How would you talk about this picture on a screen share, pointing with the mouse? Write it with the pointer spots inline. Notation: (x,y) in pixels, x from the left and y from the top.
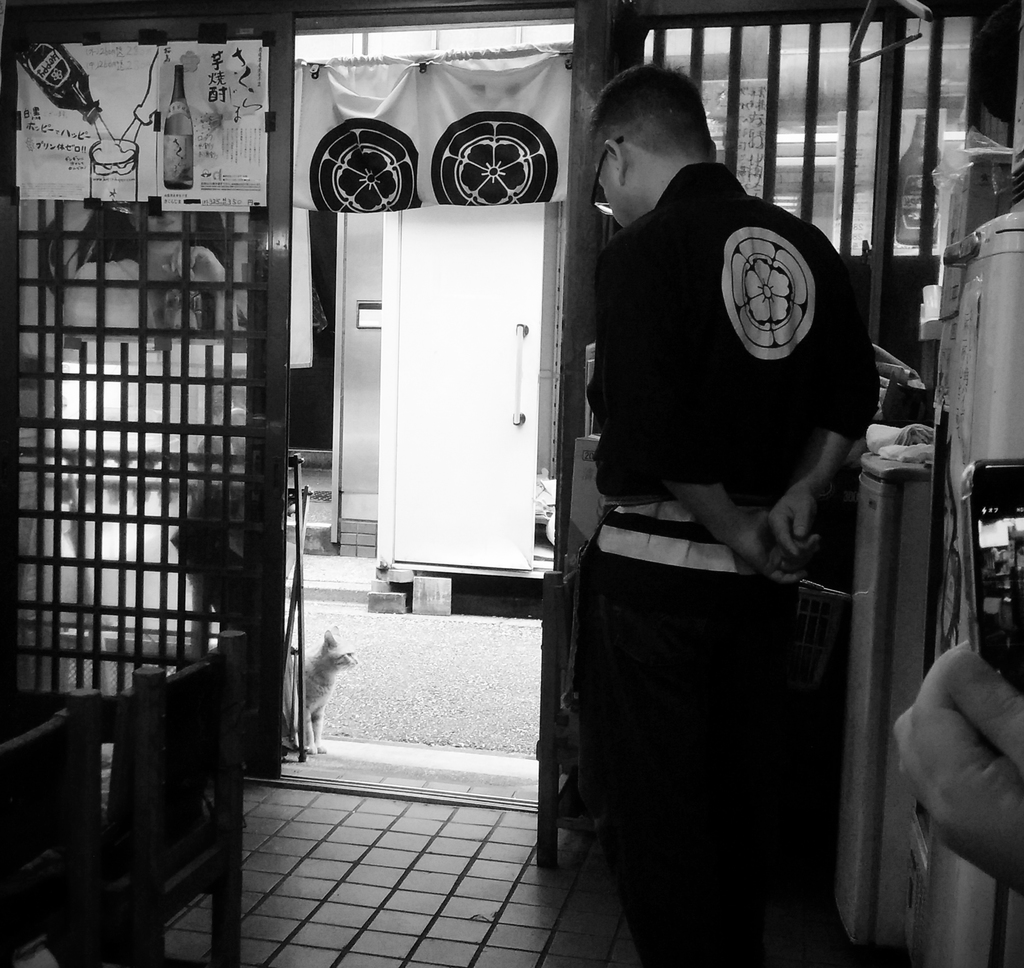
In this picture I can see a person (654,578) standing inside the room (569,744), side we can see some chairs (88,813), refrigerators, boxes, in front we can see a cat (315,680) at the entrances (344,739), we can see a fencing wall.
